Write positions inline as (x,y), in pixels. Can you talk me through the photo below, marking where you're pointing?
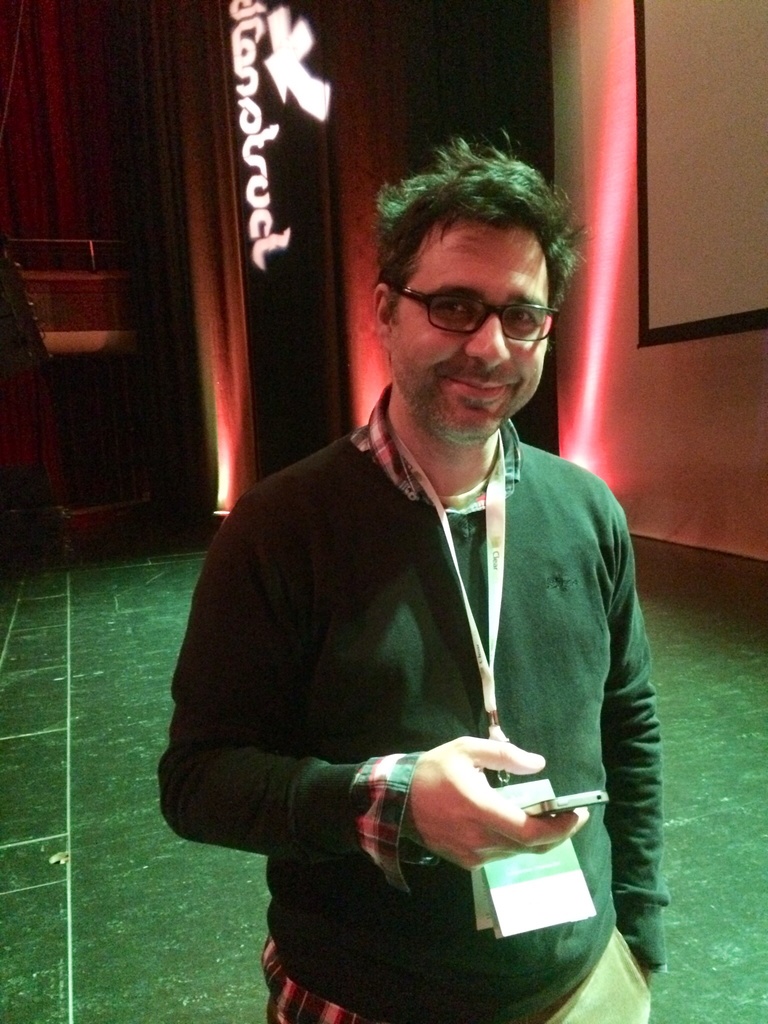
In this picture we can see a man (206,572) wore an ID Card (491,707), spectacles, holding a mobile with his hand (541,820) and smiling. In the background (117,771) we can see the floor (160,578), wall (597,342) and some objects (256,217).
